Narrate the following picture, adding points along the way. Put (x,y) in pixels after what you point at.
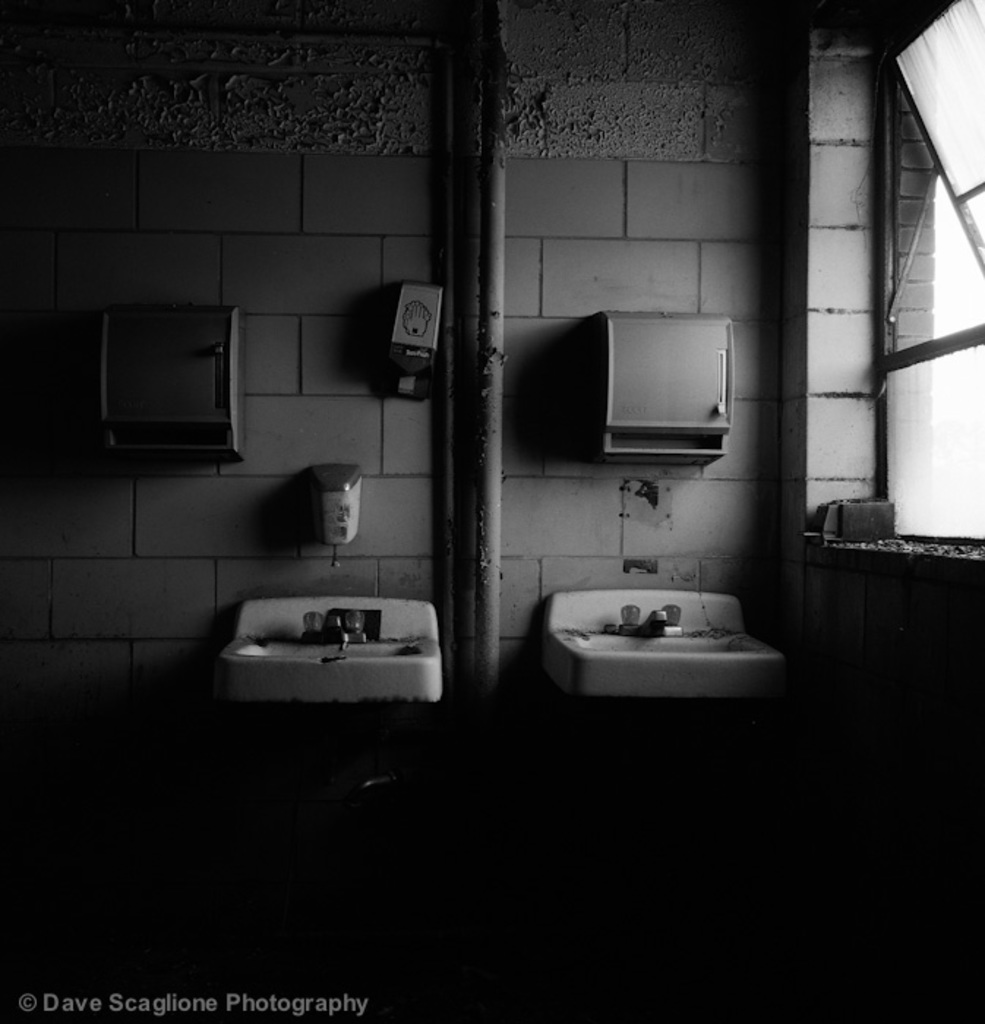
In this image I can see 2 wash basins (564,686), pipes (489,672) and boxes (236,343) on the wall (917,903). There is a window (924,395) on the right (967,184). This is a black and white image.
